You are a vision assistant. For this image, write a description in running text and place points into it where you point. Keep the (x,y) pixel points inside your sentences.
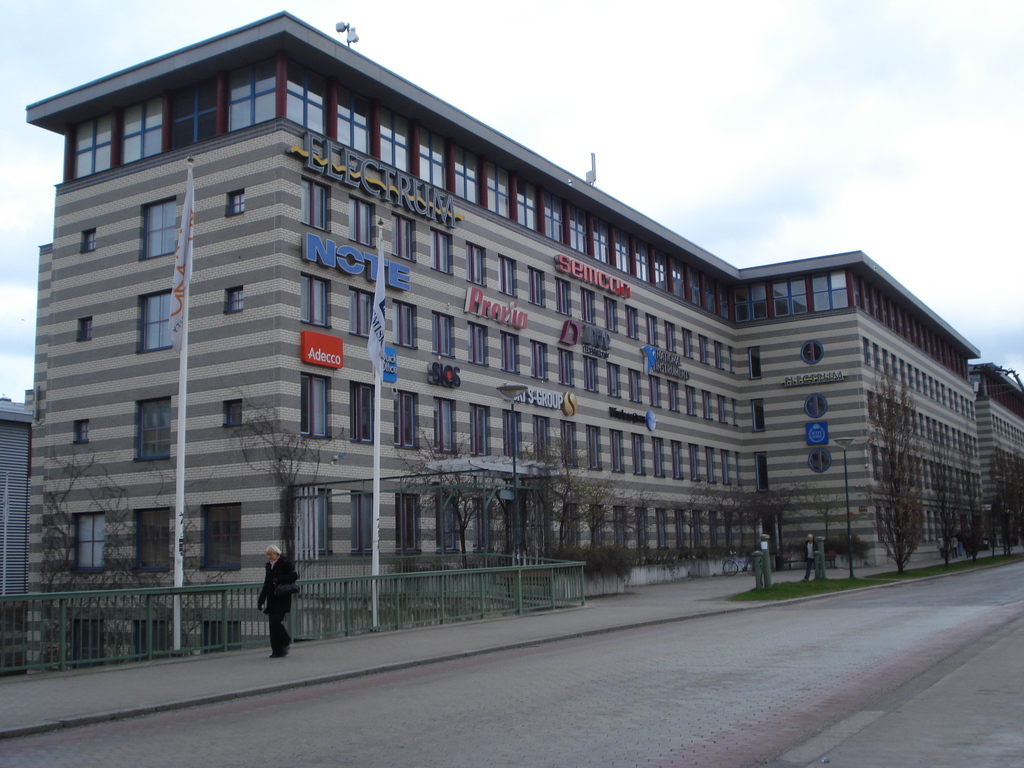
In this image on the left (340,447), there are buildings (470,507), trees (599,521), flags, poles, grass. At the bottom (279,603) there is a man (277,602), he is walking. At the top (712,139) there are sky (709,113) and clouds (644,123).
